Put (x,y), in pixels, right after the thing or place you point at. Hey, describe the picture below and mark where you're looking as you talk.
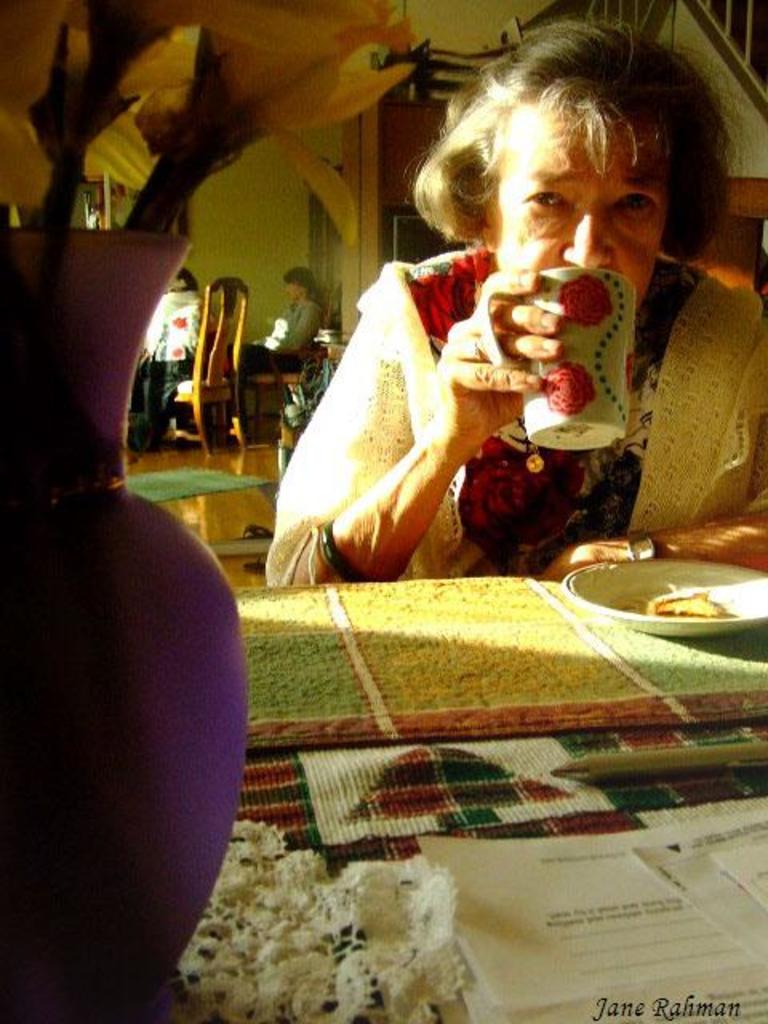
A woman (564,146) is drinking in a cup (605,386). On the table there is a flower vase (127,329), plate (614,572) and papers (623,921). In the background (190,261) there is a wall (228,256) and few people (308,309) sitting on the chair (231,316).
